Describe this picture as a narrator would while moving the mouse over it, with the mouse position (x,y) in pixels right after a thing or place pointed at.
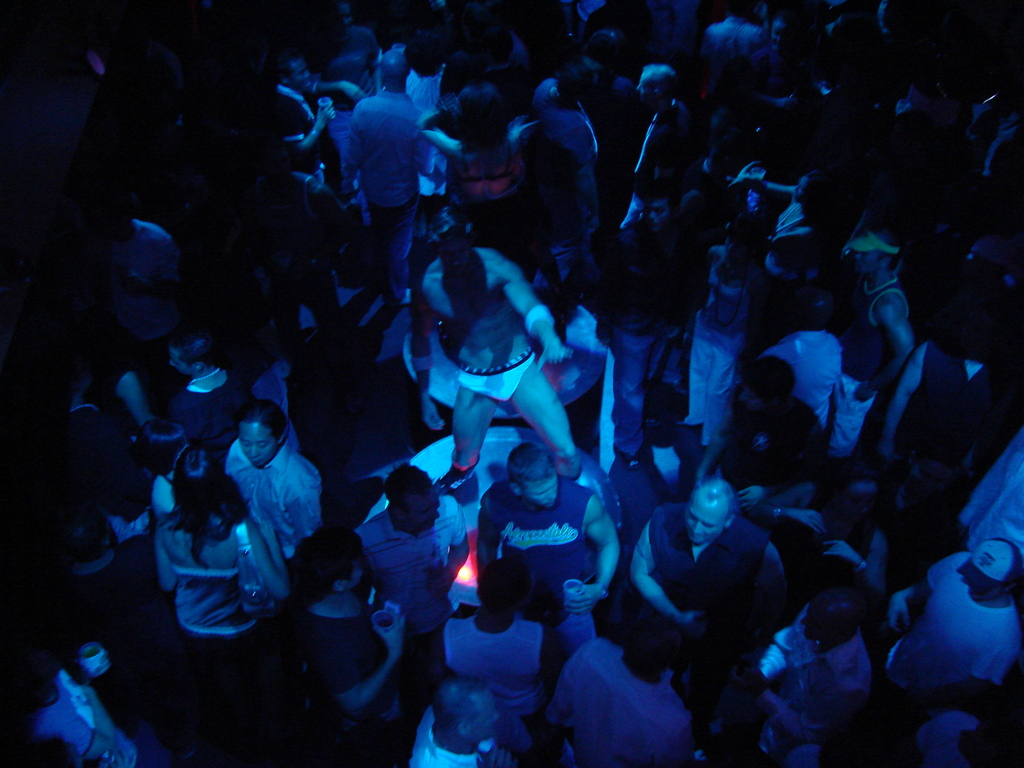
The picture is taken in a pub (16,59). In the picture there are many people (625,226). The edges are dark.
